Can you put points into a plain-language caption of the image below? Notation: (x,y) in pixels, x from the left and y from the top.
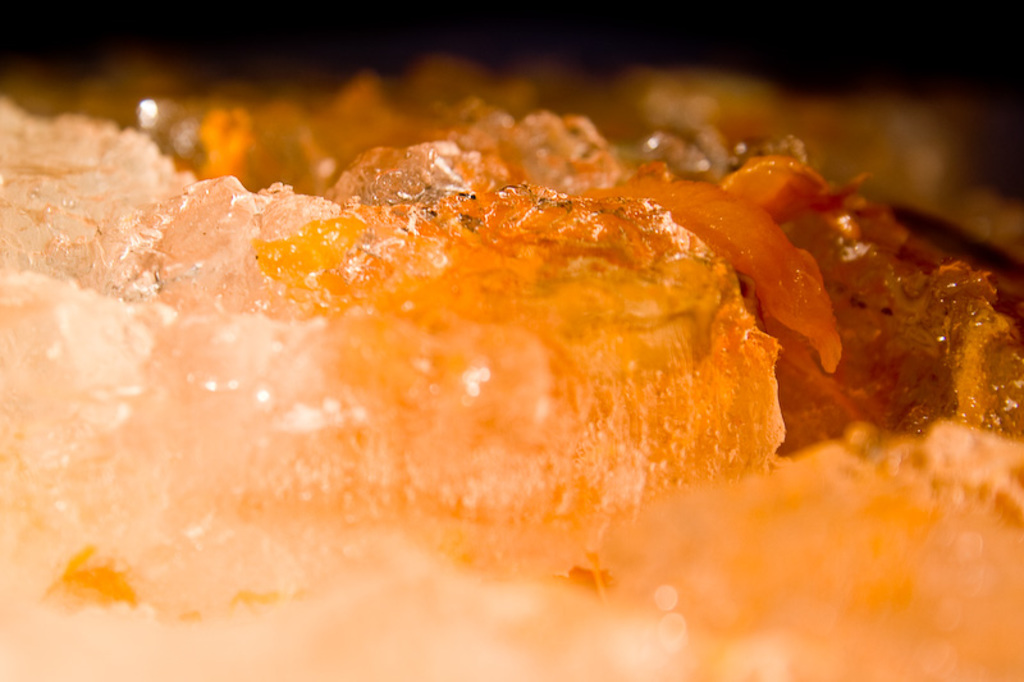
In this picture, we see an edible (595,356) which is in white and orange color. In the background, it is blurred.
